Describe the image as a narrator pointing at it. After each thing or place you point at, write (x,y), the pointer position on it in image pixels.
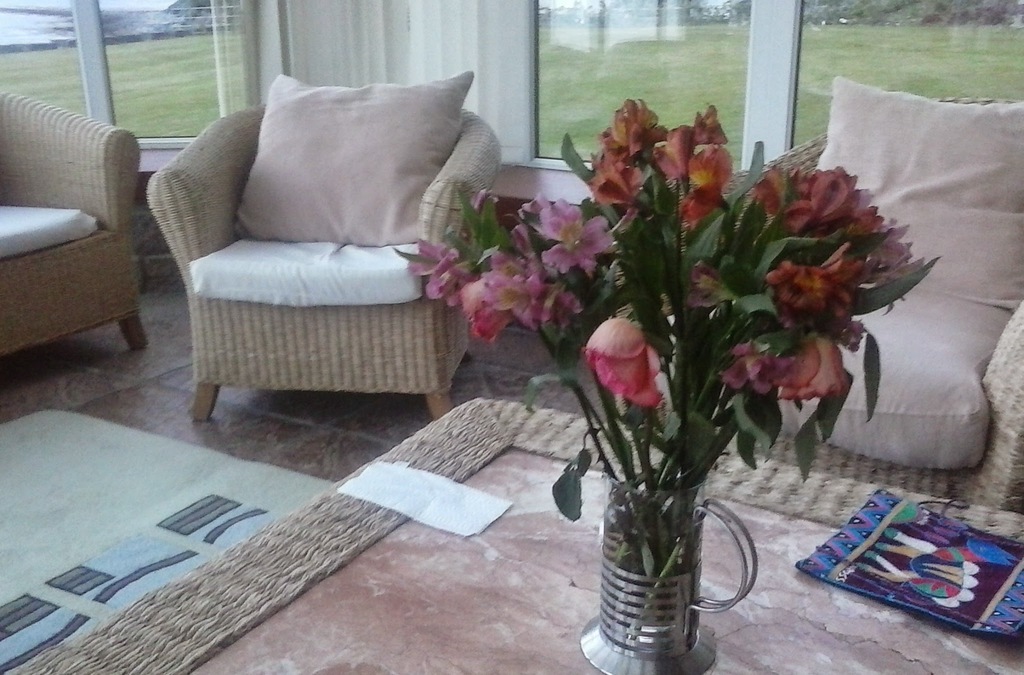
These are the sofa chairs (975,326) and a flower vase (694,601) on the table (716,575) outside the window (183,103) there is a grass (162,85).
